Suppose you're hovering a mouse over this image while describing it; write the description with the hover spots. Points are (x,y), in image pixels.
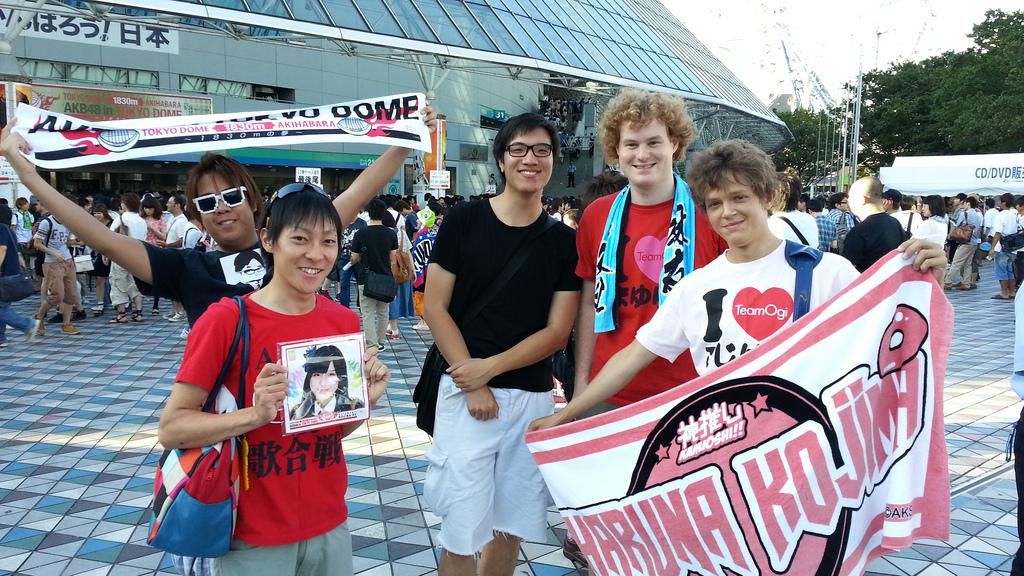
In this image in front (291,527) there are people (285,547) holding the banners (555,430). Behind them there are a few other people (621,188) standing on the floor (150,359). In the background of the image (983,143) there are buildings (766,133), trees (866,132), poles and sky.
